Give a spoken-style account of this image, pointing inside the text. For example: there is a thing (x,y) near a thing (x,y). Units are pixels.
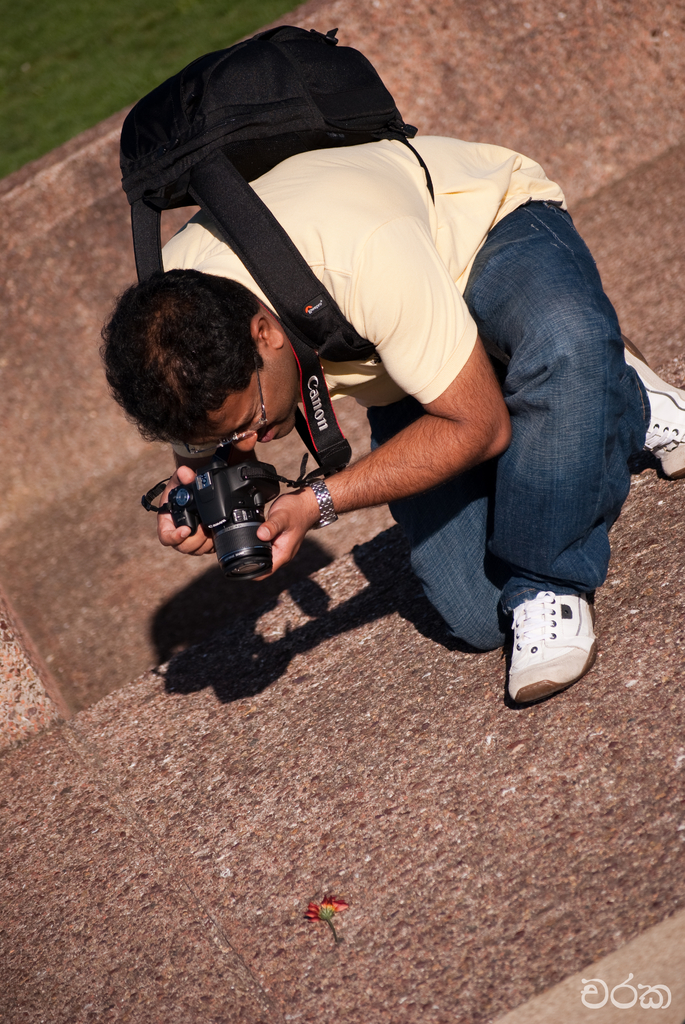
In this image, I can see a person (541,444) sitting in squat position and holding a camera (215,456). I think he is clicking the pictures. He wore a T-shirt (327,281), backpack bag (348,110), trouser (528,287) and shoes (560,628). This is a flower (333,931), which is on the floor (284,792). At the bottom right side of the image (598,978), I can see the watermark (656,992). This looks like the grass (102,62).
